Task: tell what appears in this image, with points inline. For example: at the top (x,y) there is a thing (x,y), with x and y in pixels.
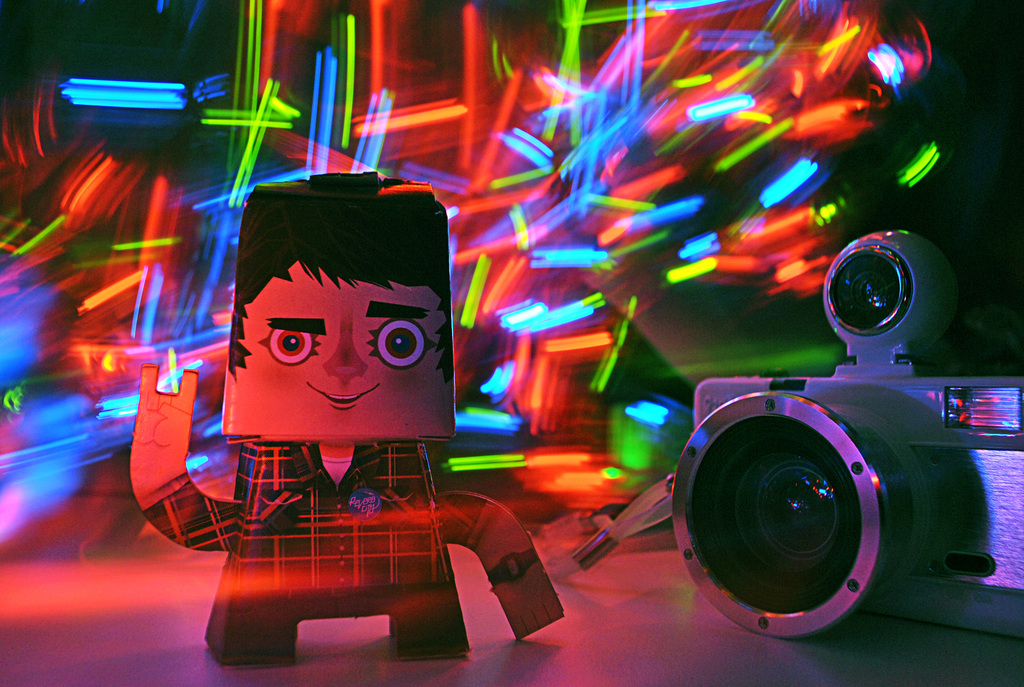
In the picture I can see a camera (832,579) and a toy (397,512). In the background (662,301) I can see lights (626,242).
